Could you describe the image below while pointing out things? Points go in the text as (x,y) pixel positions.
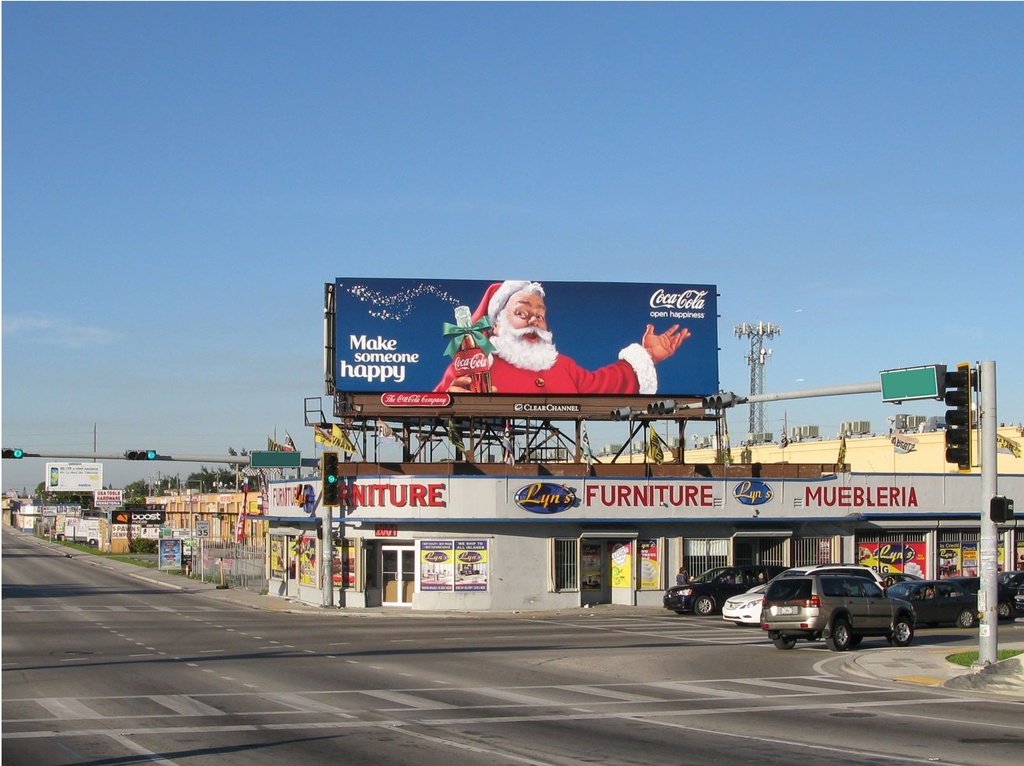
In this picture I can see vehicles (781,585) on the road (158,709). I can see poles (850,391), lights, boards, buildings (624,595), trees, and in the background (694,156) there is the sky (799,129).
